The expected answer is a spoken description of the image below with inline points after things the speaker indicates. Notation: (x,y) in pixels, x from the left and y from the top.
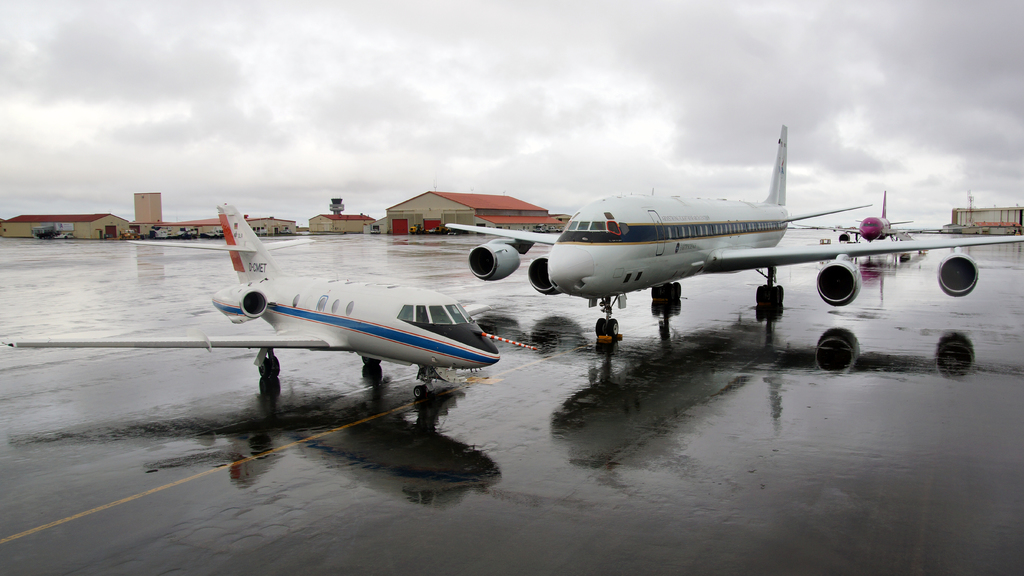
In this image we can see planes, road (344,427), and houses (97,225). In the background (418,182) there is sky (463,89) with clouds (277,75).
